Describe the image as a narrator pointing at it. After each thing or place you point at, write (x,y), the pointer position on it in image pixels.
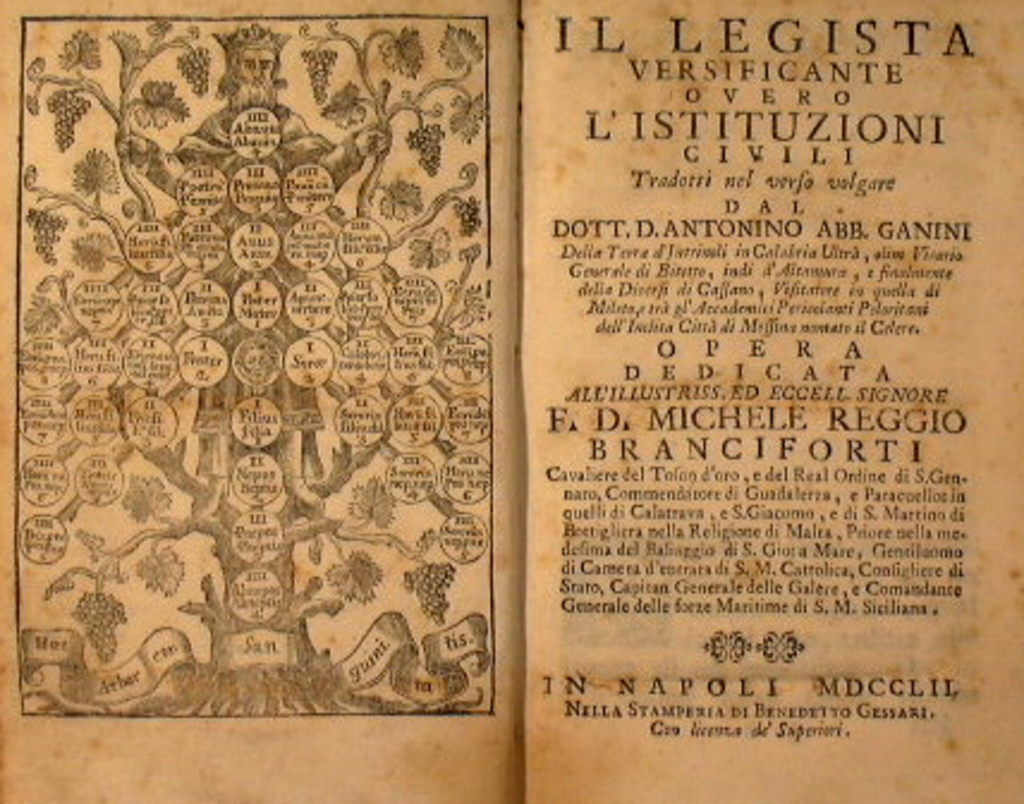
In this image we can see the front pages (459,555) of a book (498,546).
